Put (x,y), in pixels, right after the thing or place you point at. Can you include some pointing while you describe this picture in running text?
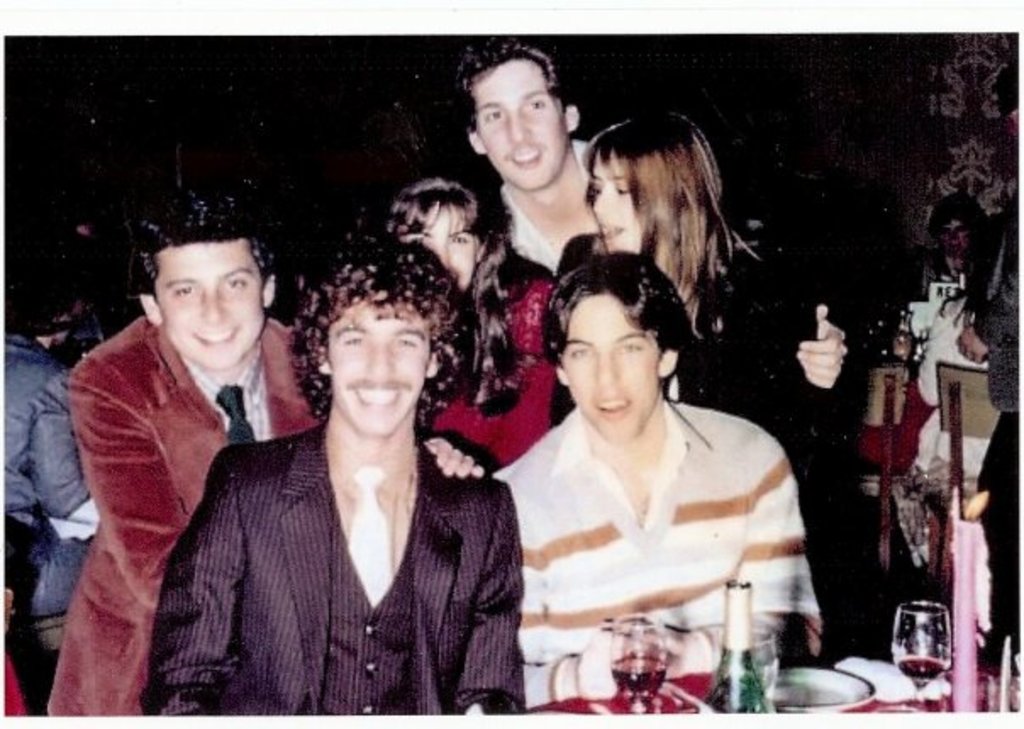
As we can see in the image there are group of people (522,280) and table (698,700). On table (798,705) there are plates (839,676), bottle (749,665) and glasses (640,663). The image is little dark.
